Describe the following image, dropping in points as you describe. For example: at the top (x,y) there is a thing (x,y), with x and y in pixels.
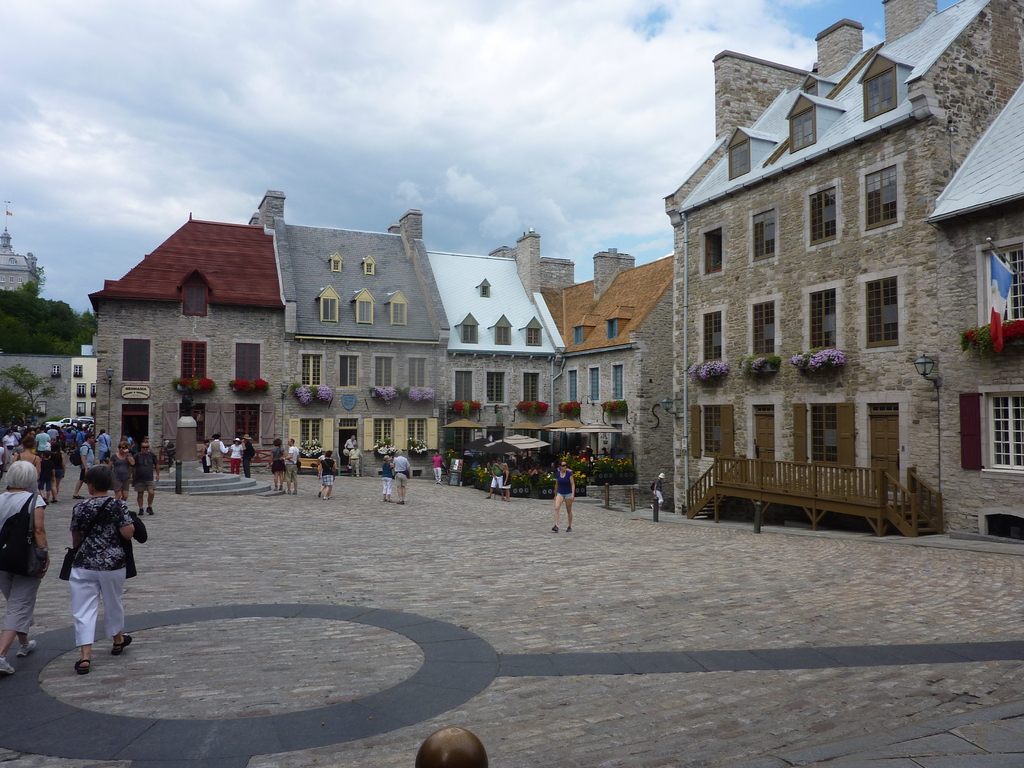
In this image I can see cloudy sky (584,144), number of buildings (996,125) and few people (24,573) walking. I can also see few trees (23,327) and a flag (1003,291) on a building (978,316).
